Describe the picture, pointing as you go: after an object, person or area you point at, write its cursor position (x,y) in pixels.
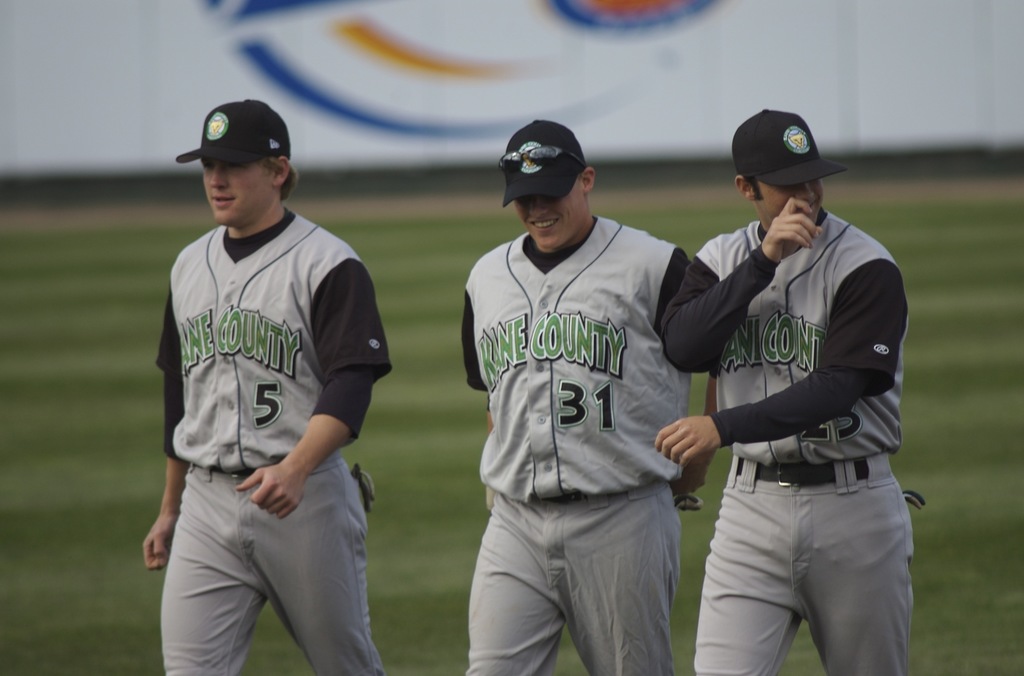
There are three players (687,380) walking on the ground (452,603) they are wearing grey dress (284,288) and black hat (544,170).
